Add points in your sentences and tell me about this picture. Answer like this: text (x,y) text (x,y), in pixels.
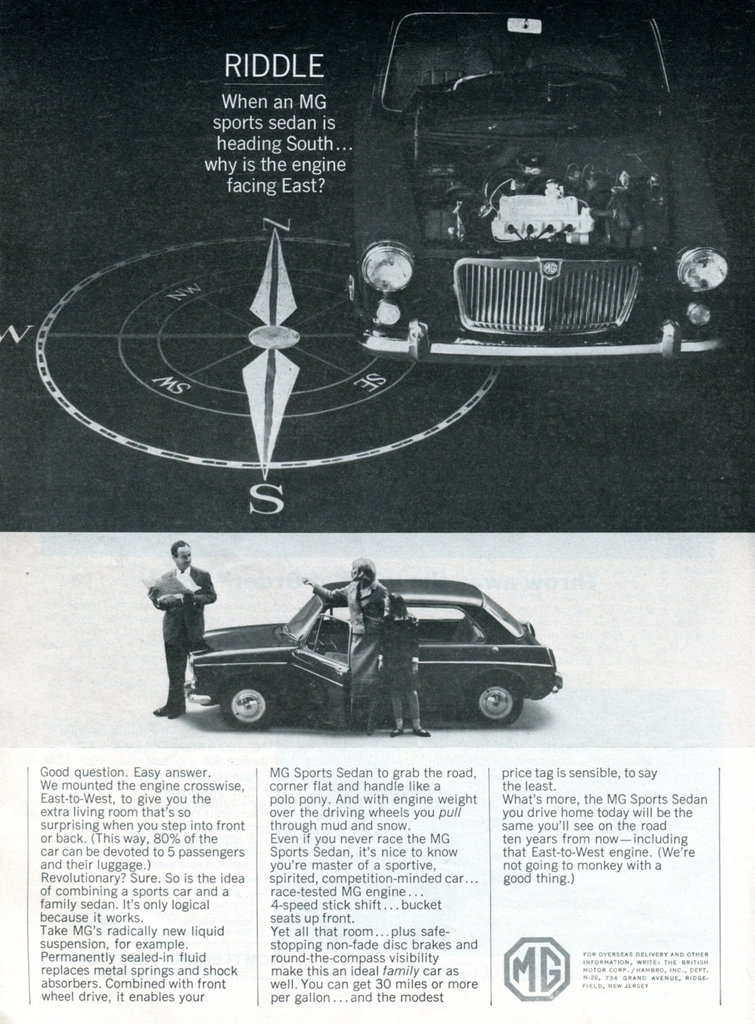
In this image we can see texts (363,844) are written at the bottom (347,885) and in the middle (334,676) we can see three persons (347,590) are standing at the car (210,662) and at the top (392,147) we can see a compass (244,357), car (375,232) and texts (279,84) written on the image.
